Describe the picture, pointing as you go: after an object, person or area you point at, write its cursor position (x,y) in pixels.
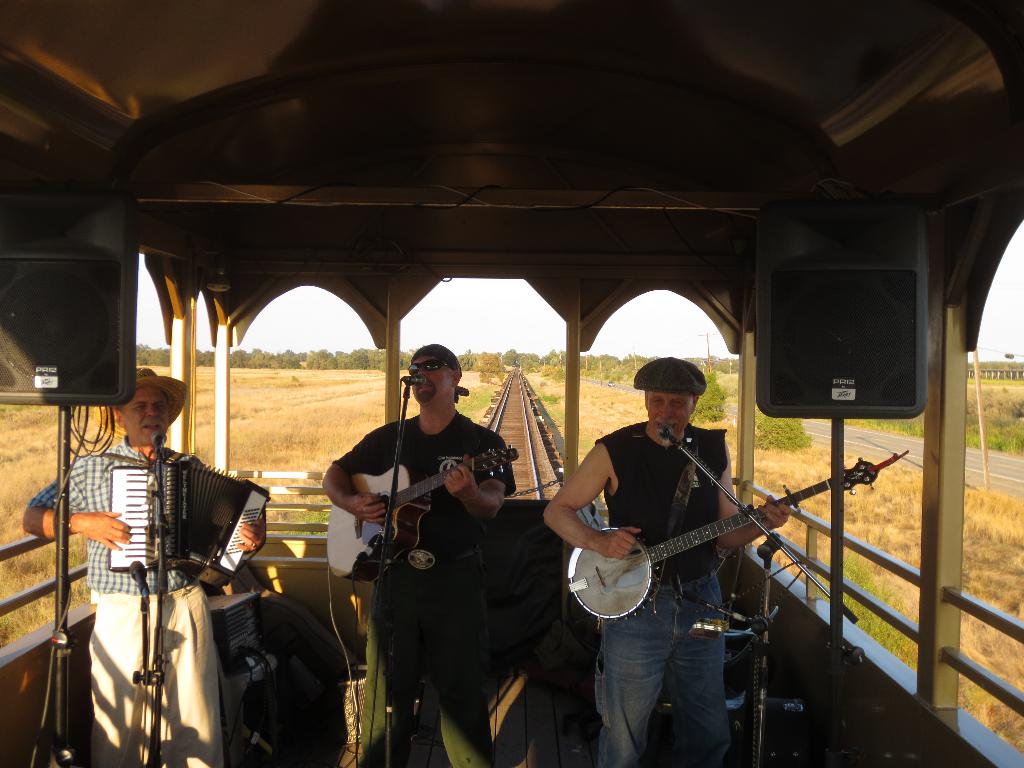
There are three man (455,663) travelling on a moving train (20,686) singing on a microphone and playing musical instruments (221,535).
